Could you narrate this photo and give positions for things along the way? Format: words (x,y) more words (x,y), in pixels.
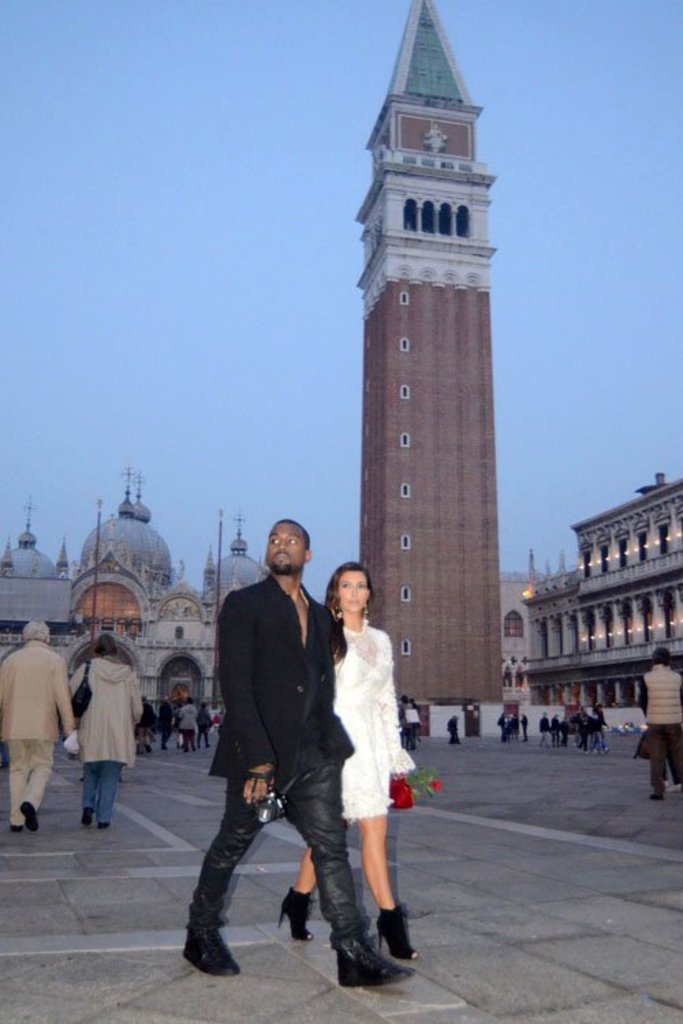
In this image, we can see a woman (351,725) and man (302,693) are walking on the path (468,1004). Background (460,307) we can see buildings (653,648), people (42,776), tower (427,624), poles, walls (452,707), pillars (633,689), lights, few objects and sky (288,353).
